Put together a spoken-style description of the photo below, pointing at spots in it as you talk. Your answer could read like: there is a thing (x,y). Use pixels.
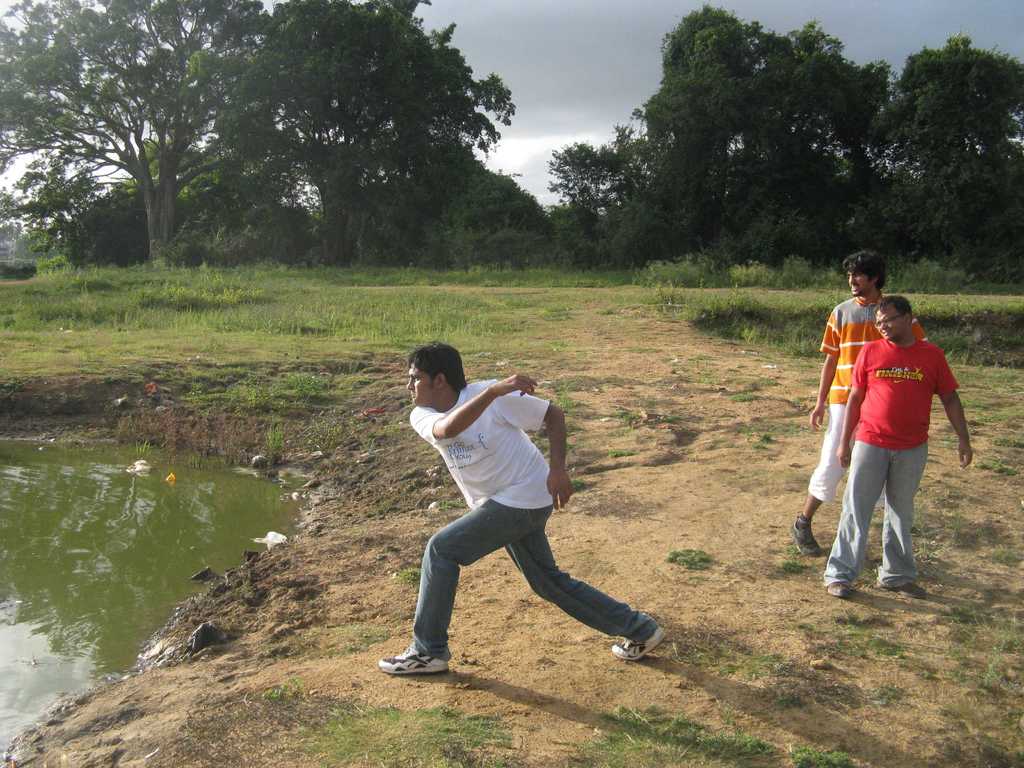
This image consists of three persons (445,551). In the front (479,455), the man (464,549) is wearing a white T-shirt (481,423). On the right (866,498), the man (897,472) is wearing a red T-shirt (897,435). At the bottom (707,733), there is green grass (714,738) on the ground (526,628). On the left (38,549), we can see the water (38,549). In the background (742,163), there are trees (682,163). At the top (572,71), there is sky (572,22).
